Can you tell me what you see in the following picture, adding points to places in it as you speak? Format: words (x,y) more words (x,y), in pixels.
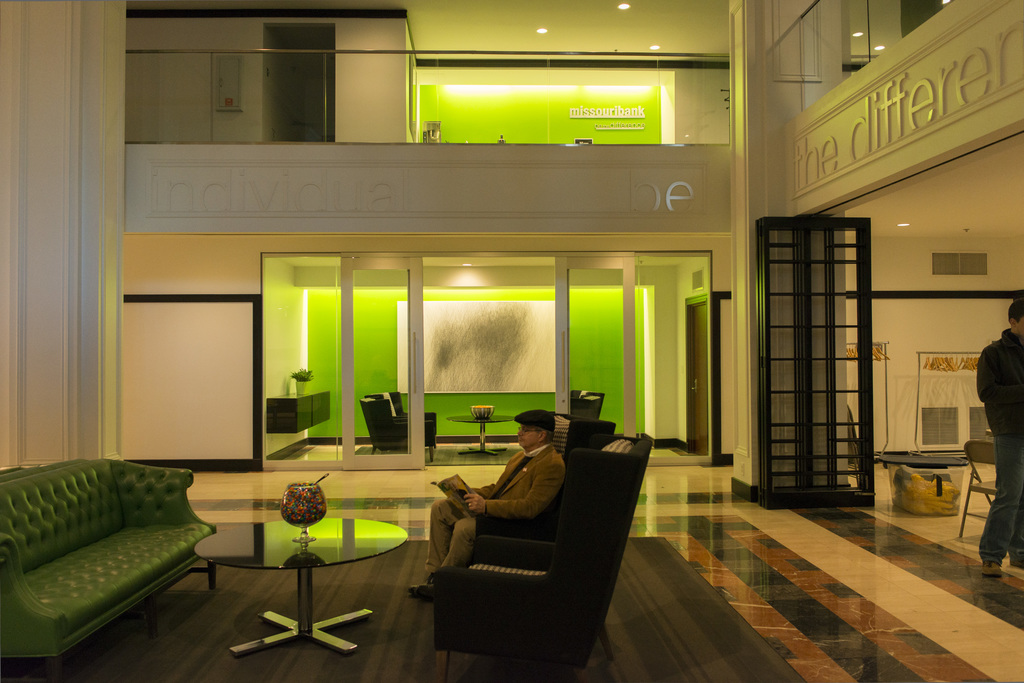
There is a room (804,196). There are two persons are in a room (648,302). In the center (519,444) we have a person (533,425). He is sitting on a chair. He is wearing a cap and jacket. On the right side (1008,369) we have a another person (998,383). He is standing. There is a table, There is a glass bowl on a table (340,521). We can see in background (339,353) wall (312,344), window (650,288) and doors (356,366).
